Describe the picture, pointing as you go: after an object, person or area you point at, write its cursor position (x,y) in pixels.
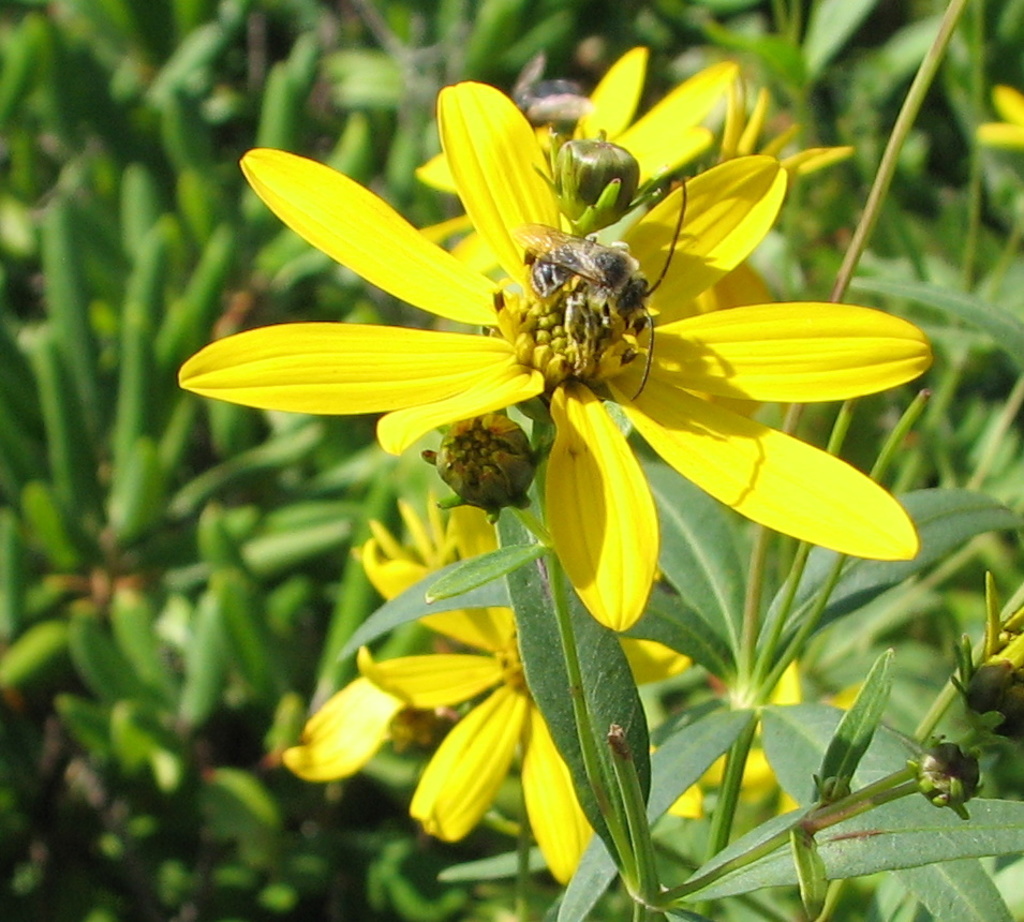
In this image I can see flowers (544,772) in yellow color, background (383,73) I can see leaves (16,234) in green color.
